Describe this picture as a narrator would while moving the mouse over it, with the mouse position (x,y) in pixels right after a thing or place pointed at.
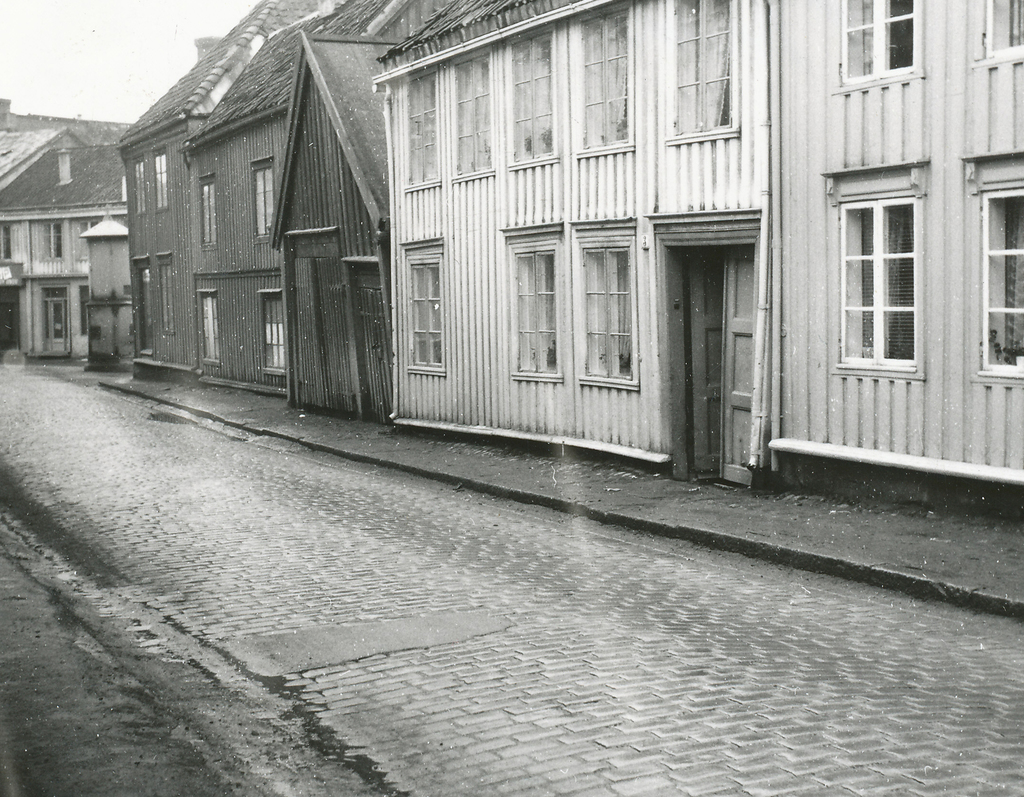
This is a black and white image. In this image we can see a group of houses (624,326) with roof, windows (611,322) and the doors (718,418). We can also see the pathway (298,578) and the sky (37,108).
